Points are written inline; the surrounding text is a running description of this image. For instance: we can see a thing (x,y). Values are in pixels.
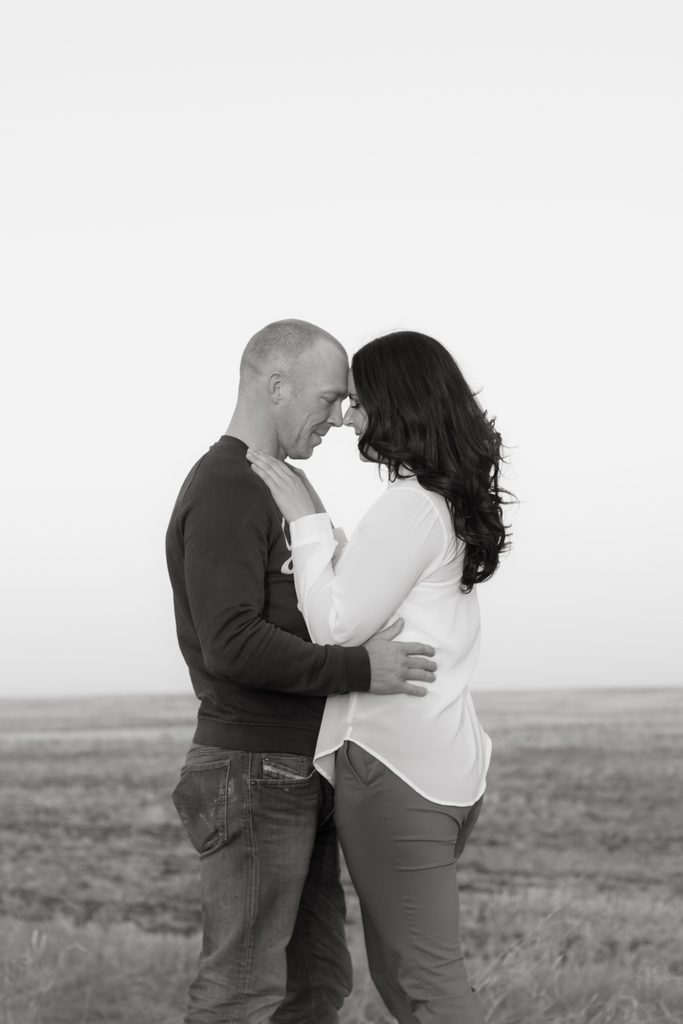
In this black and white picture there is a person (219,694) standing on the grassland (136,808). Before him there is a woman (420,971) standing. Top of the image (290,215) there is sky (290,215).
